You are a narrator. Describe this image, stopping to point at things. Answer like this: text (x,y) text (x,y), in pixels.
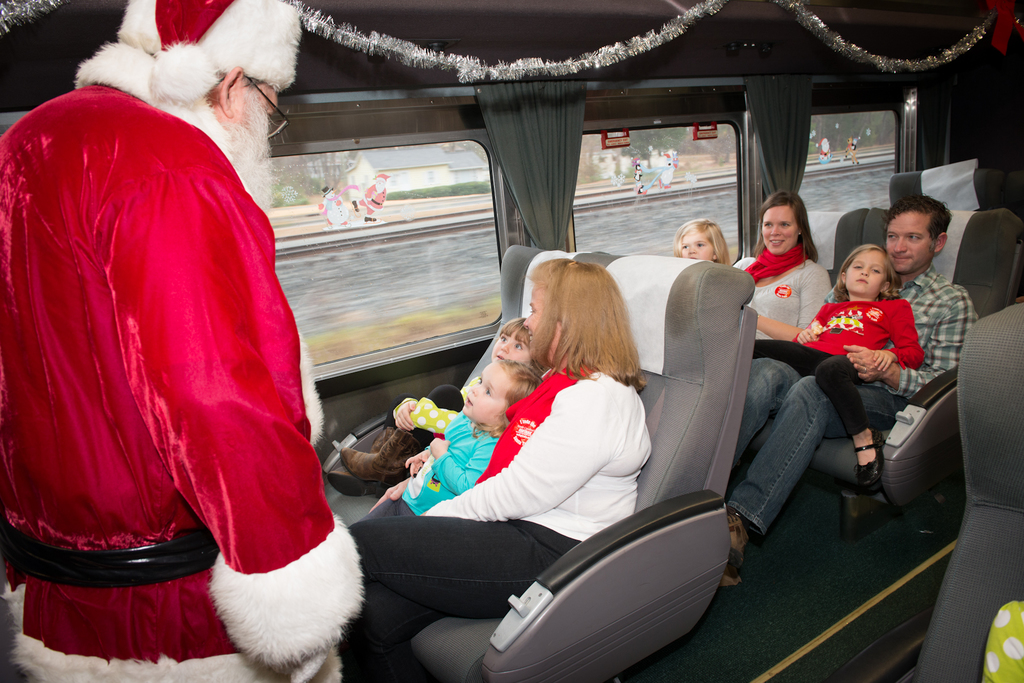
This is the picture of a vehicle (712,411). In this image there are group of people (570,466) sitting and there is a person (109,532) standing. At the back (483,217) there are windows (709,145) and there are curtains (775,145). At the top (807,24) there is a decoration (817,34). There are stickers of a Santa claus (827,141) on the window (473,188) and behind the windows (282,174) there are buildings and trees (845,135) and there is a railway track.
